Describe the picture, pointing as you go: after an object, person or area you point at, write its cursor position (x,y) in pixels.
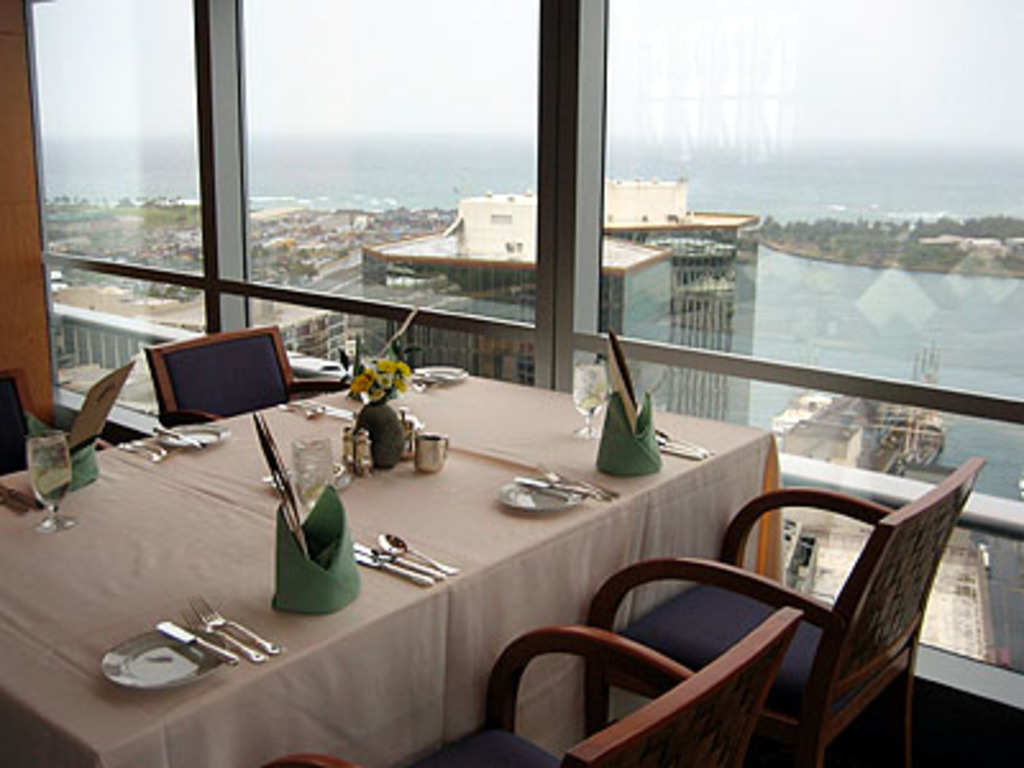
In front of the image on the table (173,487) there are napkins (318,522), plates (149,660), forks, knives (158,628) and some other objects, around the table (199,492) there are chairs (450,734), beside the table (409,478) there is a glass wall (372,173) with metal rods (214,277), from the glass (337,255) we can see trees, buildings (390,255) and the sea (744,208).
